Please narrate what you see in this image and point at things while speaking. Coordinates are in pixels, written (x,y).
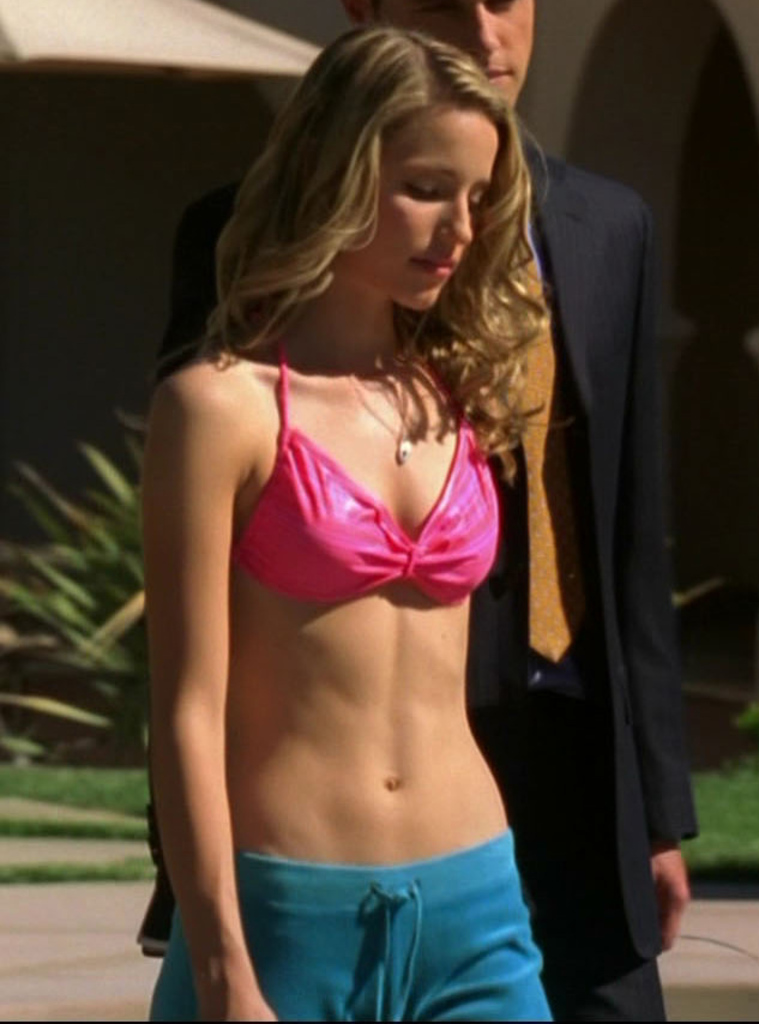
This picture shows a girl (388,533) and a man (611,596) standing and we see an umbrella (242,46) and plants (130,635). we see grass (720,784) on the ground (732,805) and men (485,34) wore coat (588,410) and tie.
